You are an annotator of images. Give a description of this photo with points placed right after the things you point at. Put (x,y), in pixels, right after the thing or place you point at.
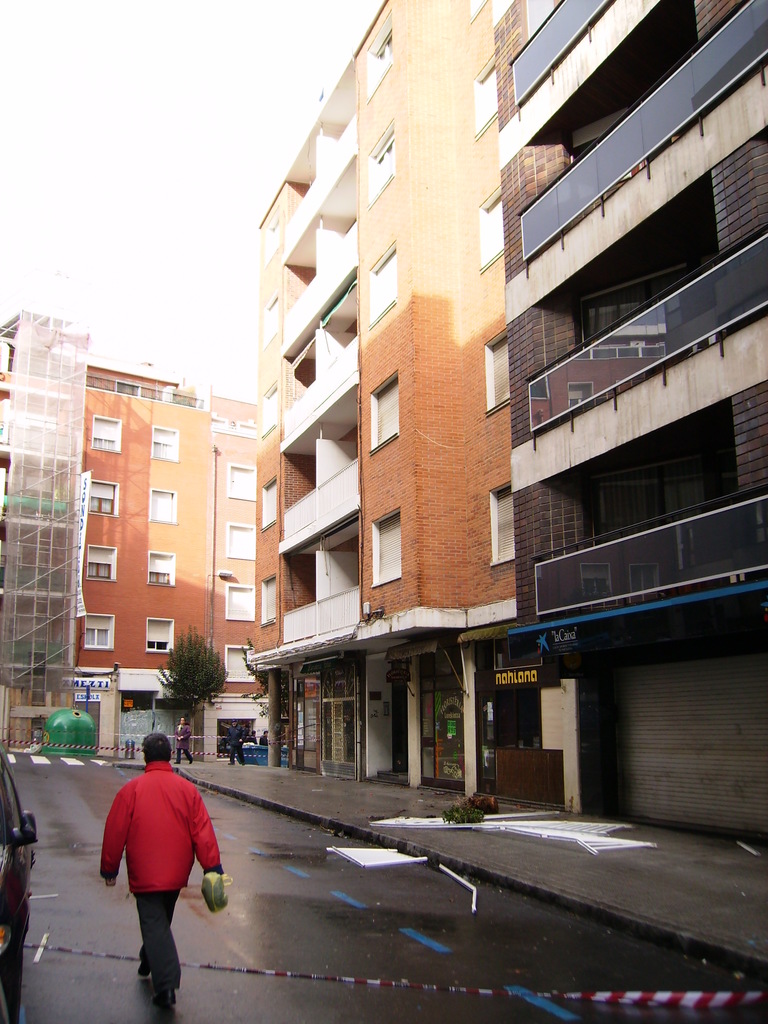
In the foreground of the picture (260,836) it is road (286,854), on the road (242,846) there is a person (161,804) walking. On the left (13,840) there is a car (3,853). In the center of the picture (408,501) there are buildings (215,614), trees (210,690), people (241,744), footpath (528,867), plants (471,804) and other objects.
